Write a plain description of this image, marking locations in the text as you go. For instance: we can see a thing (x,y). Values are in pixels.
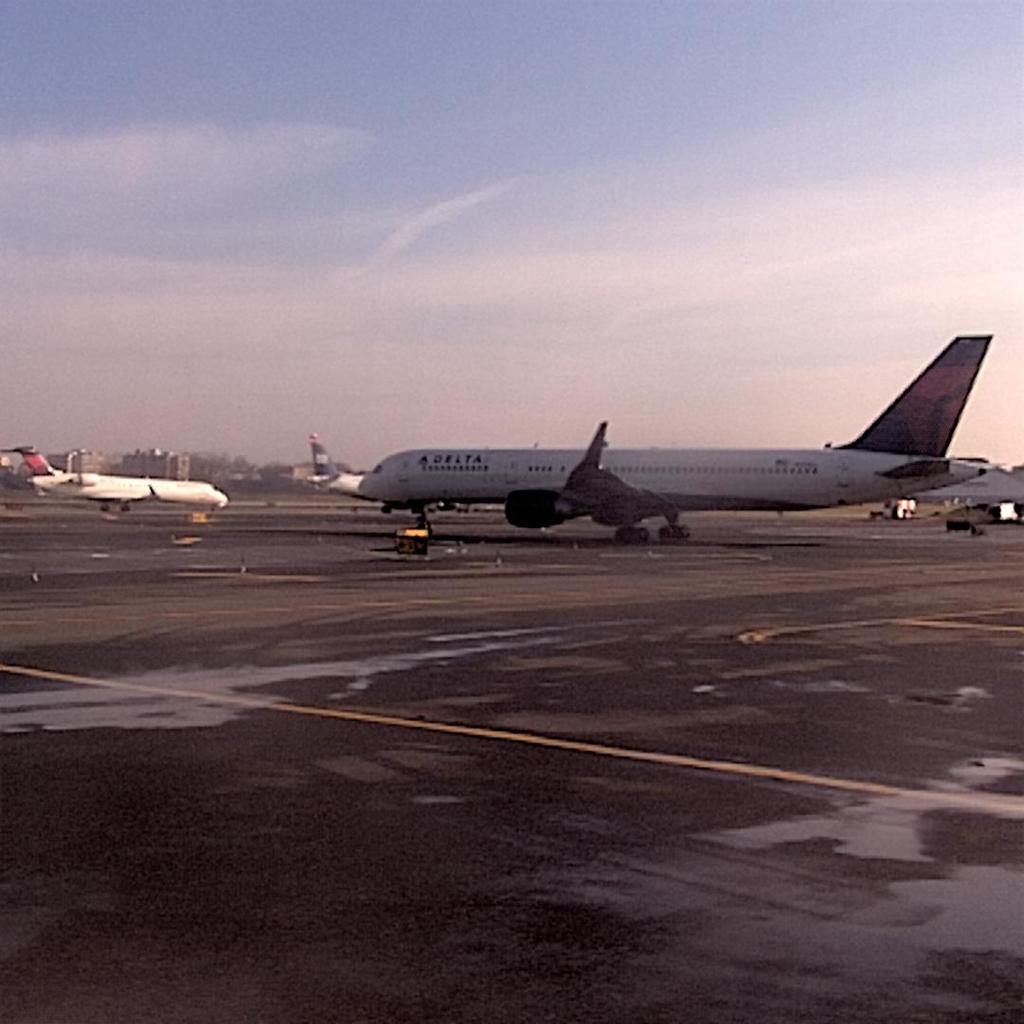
In this picture we can see airplanes (370,492) on the runway (716,629) and behind the airplanes (187,490) there are buildings (121,462) and a sky (206,284).
